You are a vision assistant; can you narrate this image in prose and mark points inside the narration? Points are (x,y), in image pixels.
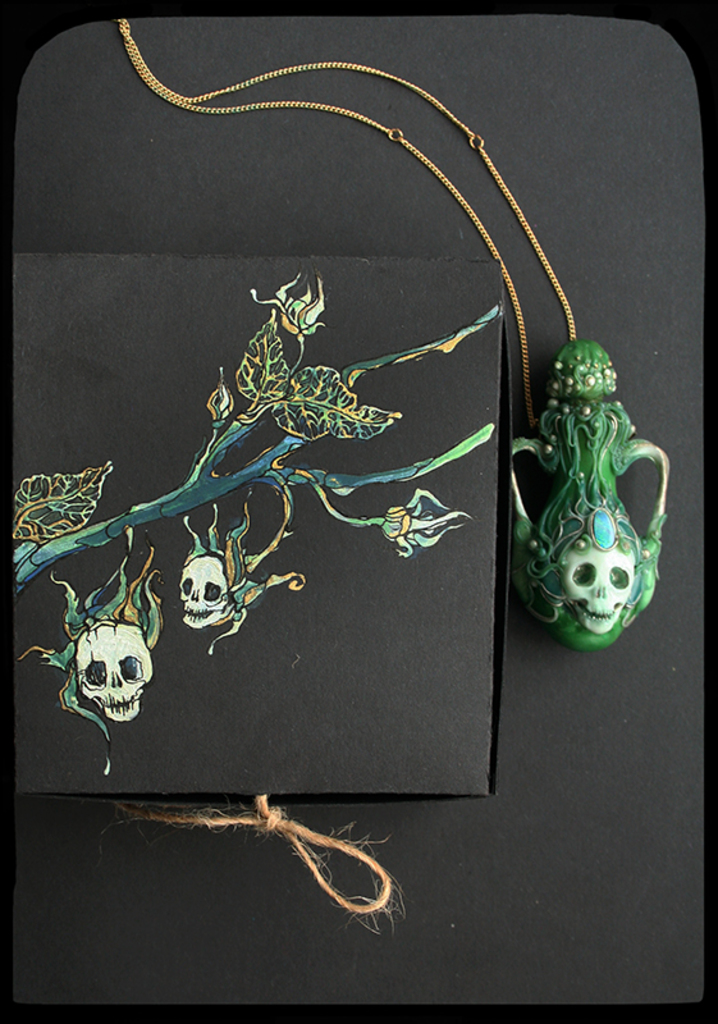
In the image I can see a chain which has an object (581,480) attached to it, a black color box (357,526) which has designs (232,471) of a tree (174,504) and some other objects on it. These objects (342,510) are on a black color surface (455,225).
